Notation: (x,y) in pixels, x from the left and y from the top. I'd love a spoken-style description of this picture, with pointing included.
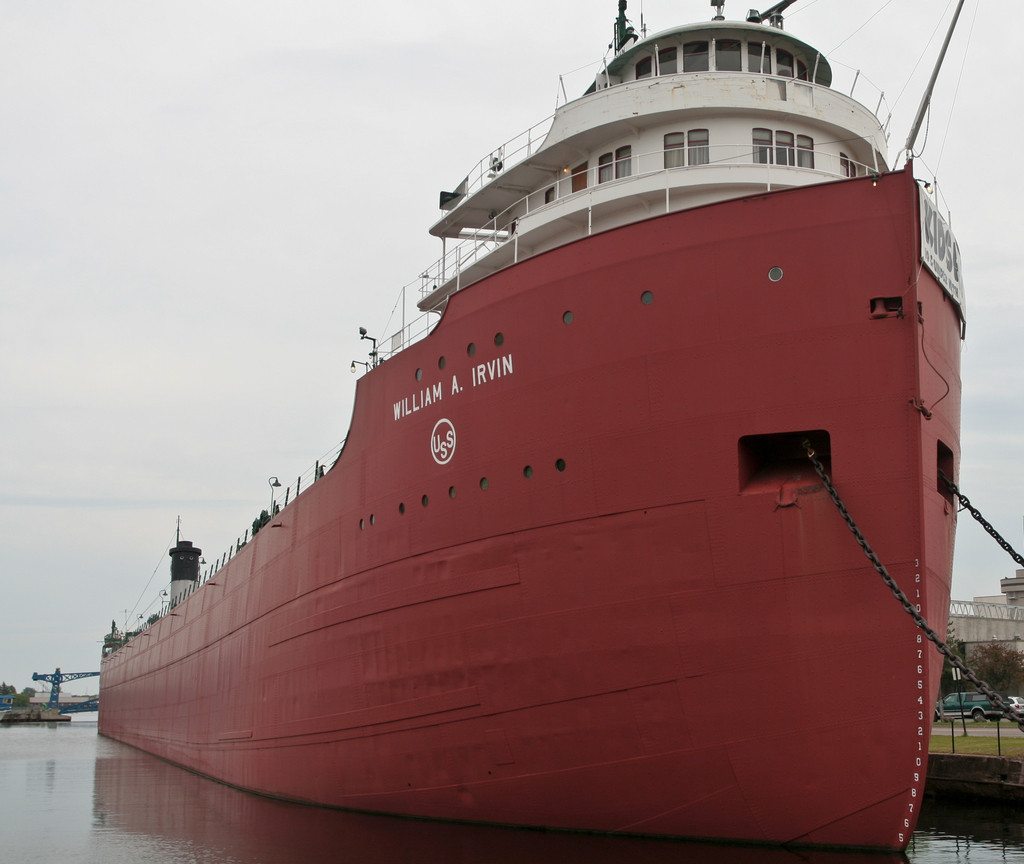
In this image I can see boats (280,753) in the water (293,811). In the background (26,629) I can see trees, vehicles (970,707) on the road (995,726), buildings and the sky (282,332). This image is taken may be in the lake (164,818) during a day.
